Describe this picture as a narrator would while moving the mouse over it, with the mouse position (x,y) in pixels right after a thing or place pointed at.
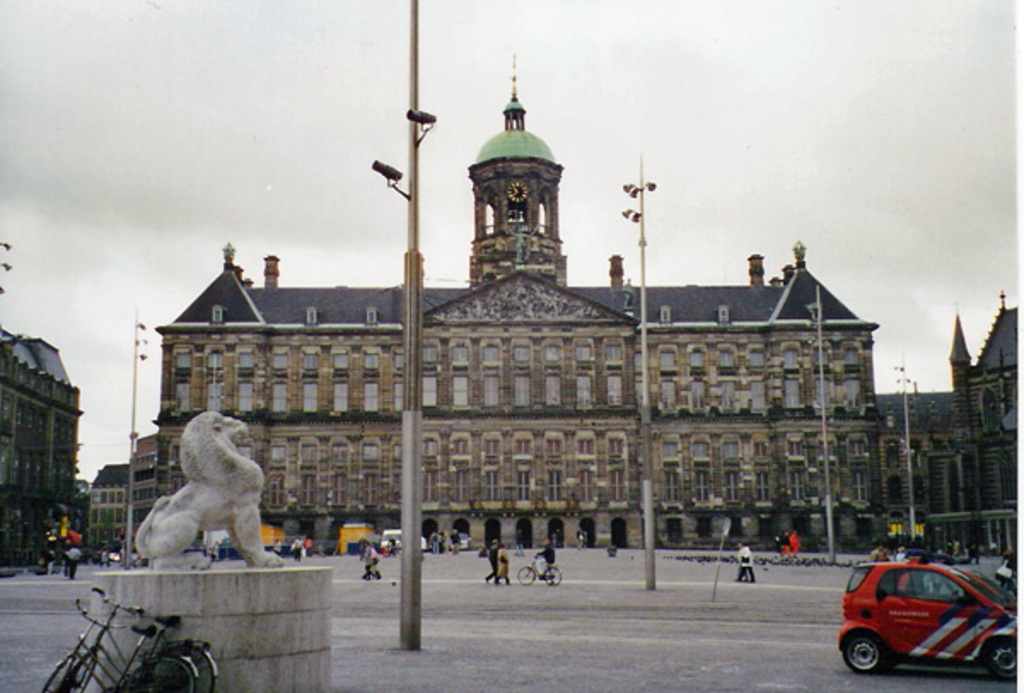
In this image I can see the ground (575,631), few poles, few cameras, an animal statue (221,424), few bicycles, a car (924,592) and few persons (433,537). In the background (524,489) I can see few buildings (451,454) and the sky (332,146).
